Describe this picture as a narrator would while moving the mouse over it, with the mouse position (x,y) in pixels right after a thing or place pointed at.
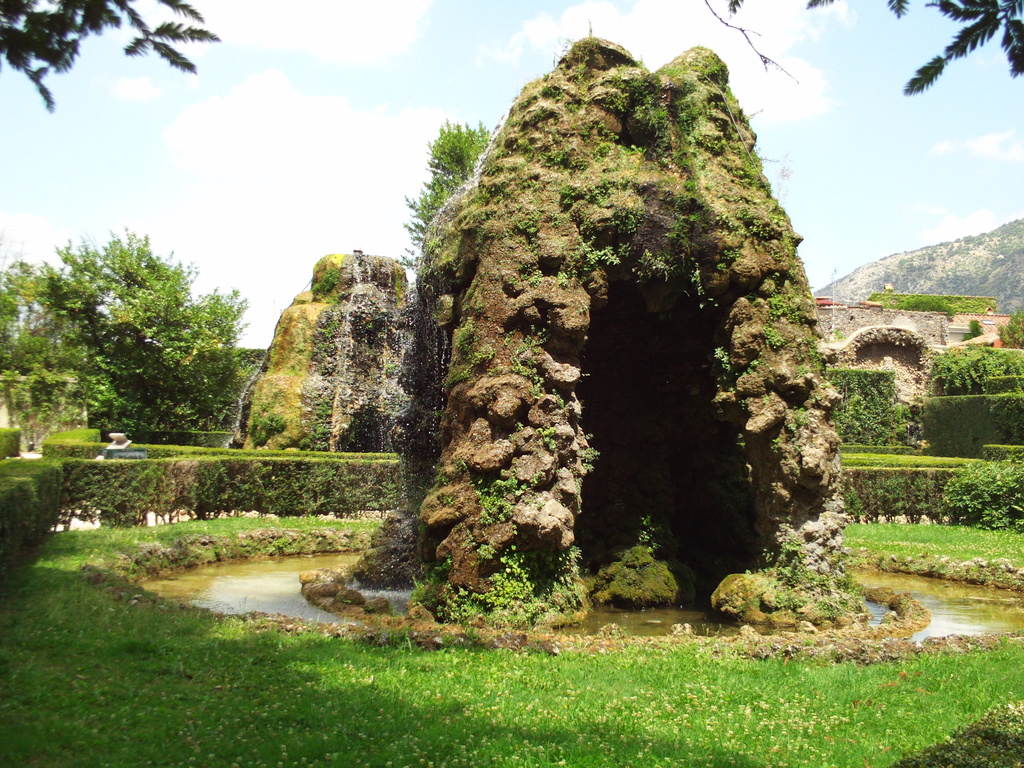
In this image there is a cave (480,416) in middle of this image (504,460) and there is a grassy land (423,650) in the bottom of this image (453,663) and there are some trees (209,304) in the background (204,364). There is a sky (267,154) on the top of this image (324,100).
